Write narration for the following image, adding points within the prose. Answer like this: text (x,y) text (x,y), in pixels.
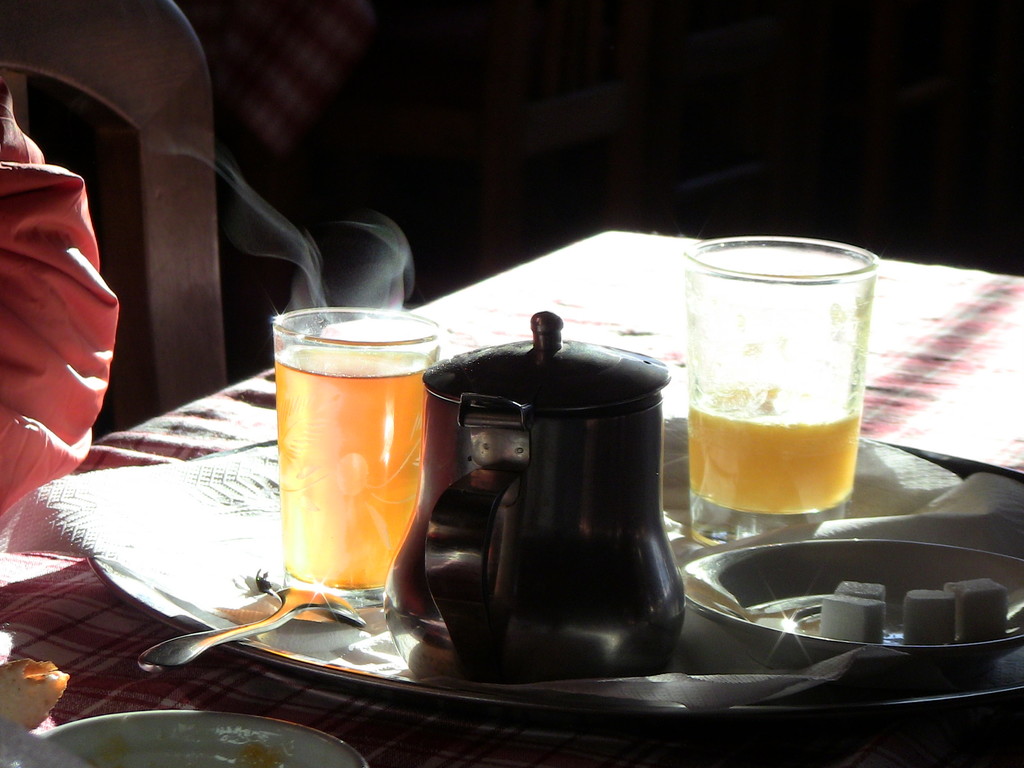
In this image there is a table (974,718), on that table (959,729) there is a plate (286,660), in that plate (282,549) there are glasses (731,413), in that glasses (376,406) there is a liquid (420,414) and a jar (563,634), spoon (300,614), bowl (764,628) in that bowl (897,624) there is a food item (849,619), beside the table (137,434) there is a chair (161,107), in that chair (90,53) there is a person (33,287) sitting, in the background (457,236) it is dark.
